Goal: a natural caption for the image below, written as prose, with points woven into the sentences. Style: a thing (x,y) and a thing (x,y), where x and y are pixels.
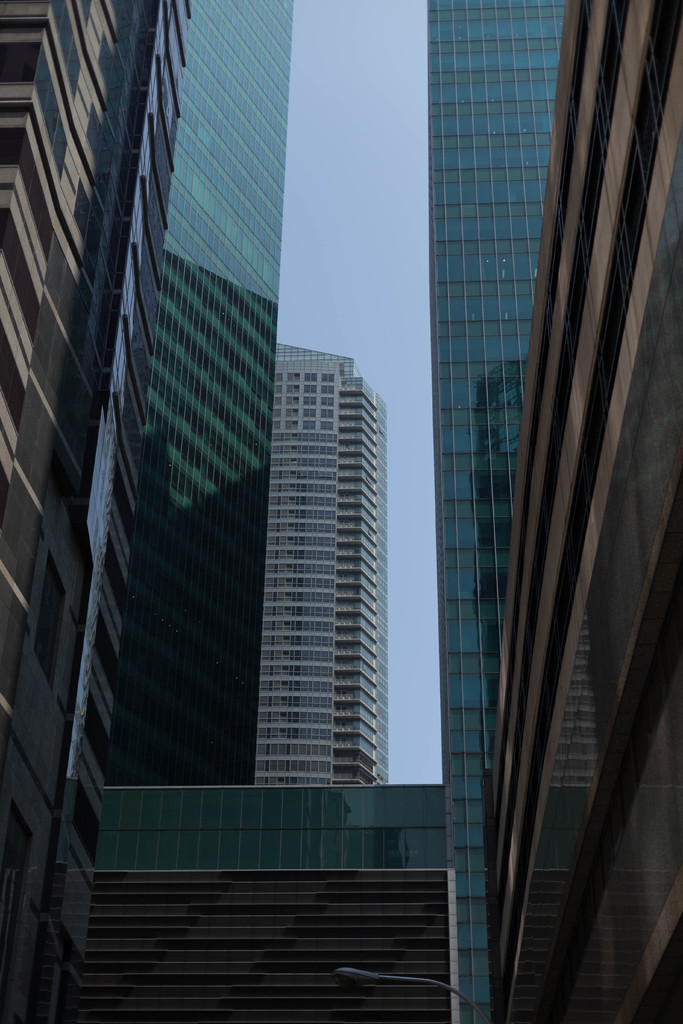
In this picture i can see the skyscrapers (639,648) and buildings (438,841). At the top (409,32) there is a sky (370,10).
